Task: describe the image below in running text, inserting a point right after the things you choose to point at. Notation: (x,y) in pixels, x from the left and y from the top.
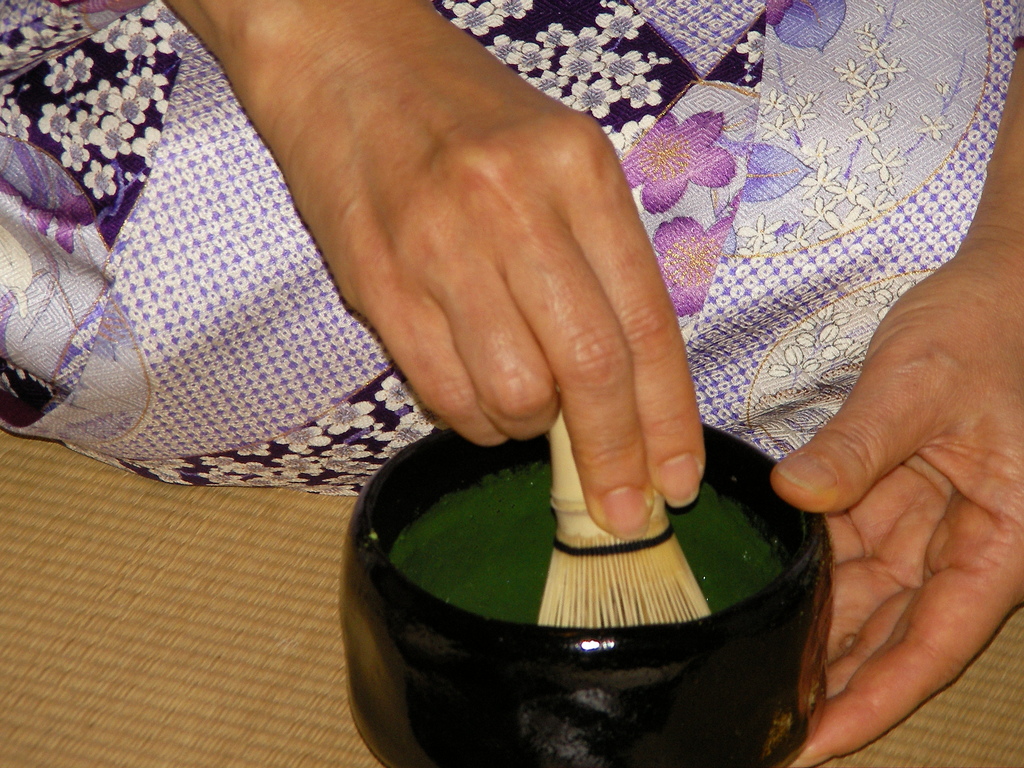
In this picture we see someone's hands (464,391) mixing green color (469,553) in a black bowl (765,670) using a brush (625,580).
